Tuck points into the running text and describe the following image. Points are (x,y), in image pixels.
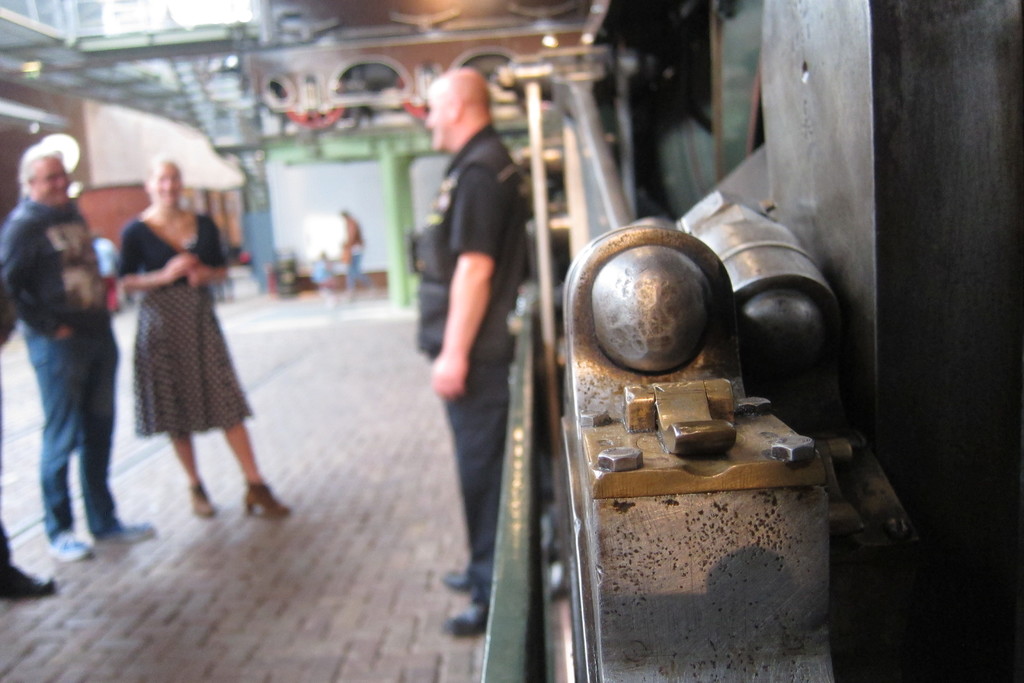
In this image I can see few people (190,417) standing. In the right side of the image (788,74) there is an object (705,574). And the background (197,82) is blurry.
